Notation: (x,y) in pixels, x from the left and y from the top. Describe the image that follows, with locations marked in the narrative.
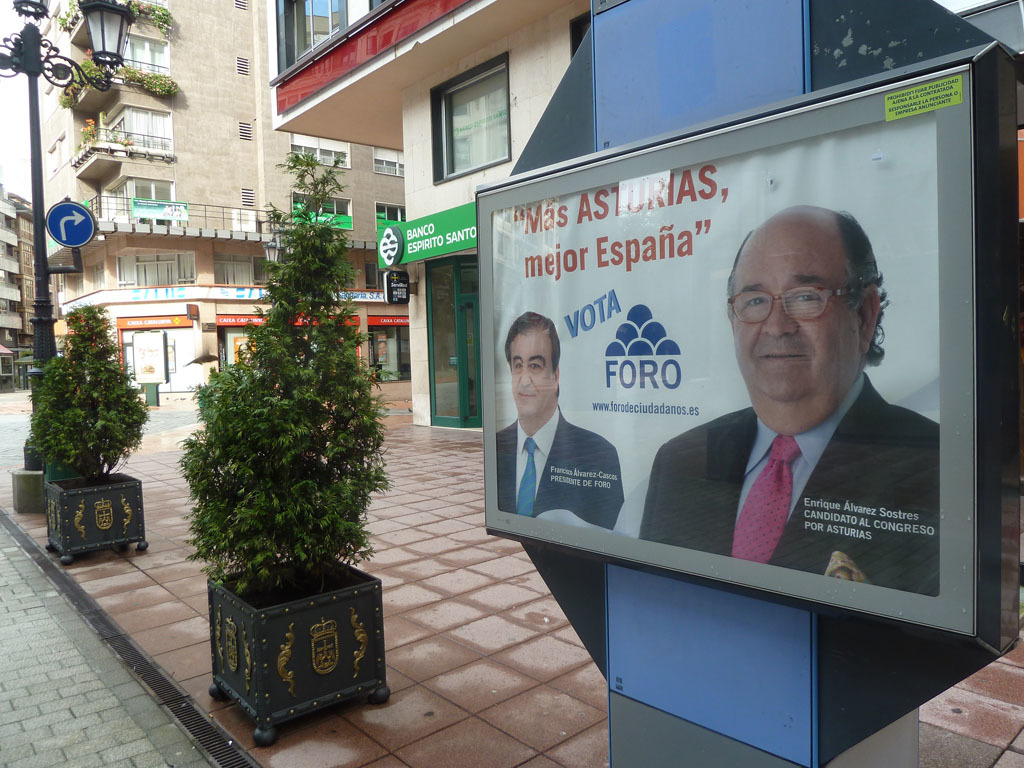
In this image we can see buildings (161,223), windows (129,127), there is a light pole (34,155), there is a sign board (56,231), plants (336,293), there are boards (544,223) with text (566,257) and images (384,255) on it, also we can see the sky (15,127).
